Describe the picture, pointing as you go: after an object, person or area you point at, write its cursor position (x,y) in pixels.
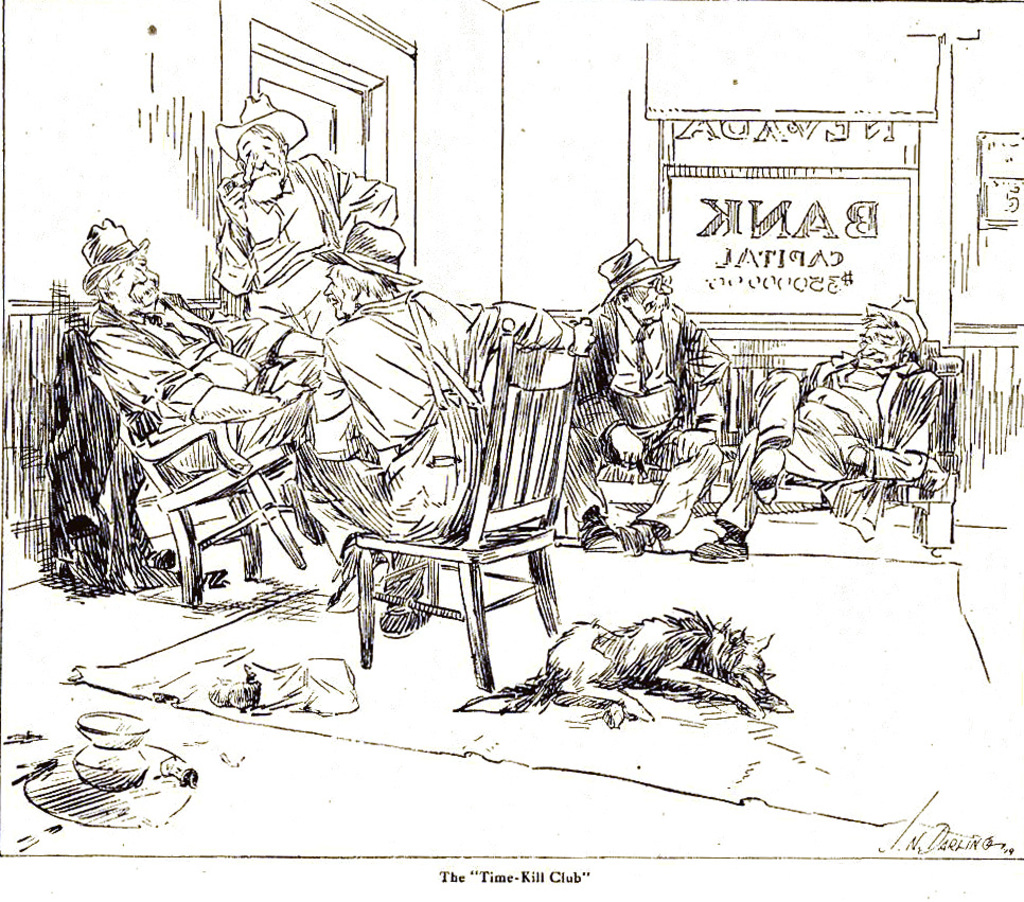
In this image we can see sketch of few people (439,423), two of them (390,396) are sitting on chairs (182,512), two of them (851,383) are sitting on the couch (773,356), a person (289,222) is standing, there is an animal (756,692) and few objects (315,688) on the floor (770,558) and there is some text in the background (799,206).
